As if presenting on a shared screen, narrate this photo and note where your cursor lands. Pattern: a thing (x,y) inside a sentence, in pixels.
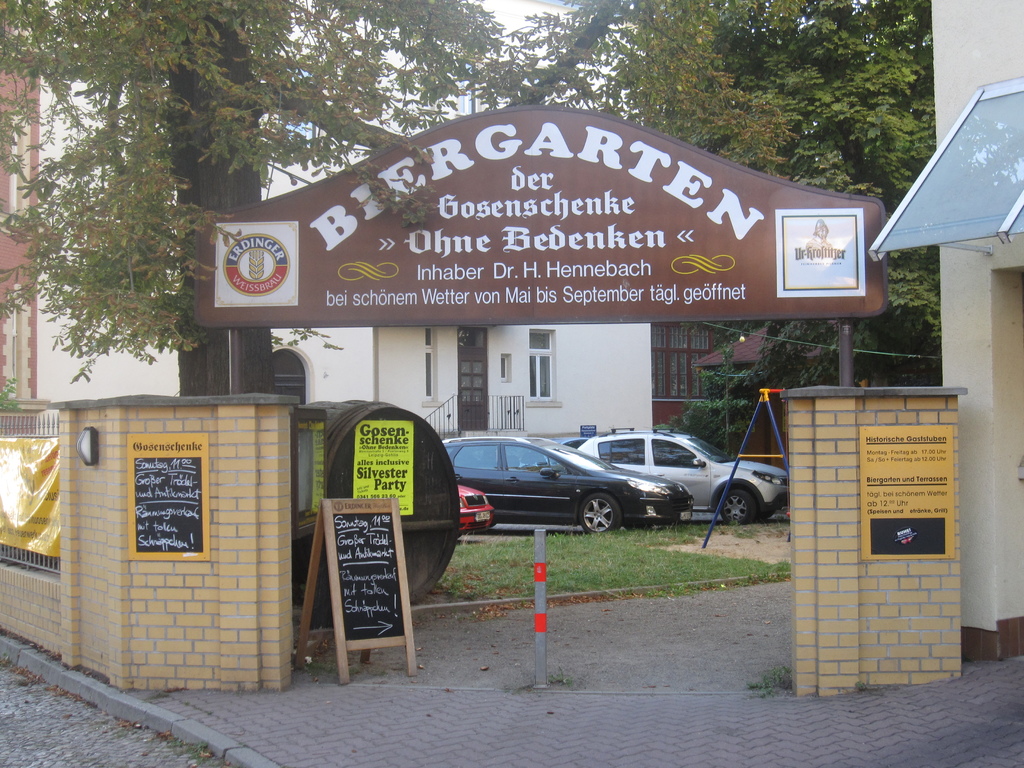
In this image, we can see buildings (0,252), trees (281,107), boards (505,324) with text (400,190) and there are logos (286,266), vehicles (717,449), stands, poles (763,390), a banner (44,492) and there are grilles (29,425), railings (452,419) and a pole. At the bottom (385,712), there is a road (444,692).
